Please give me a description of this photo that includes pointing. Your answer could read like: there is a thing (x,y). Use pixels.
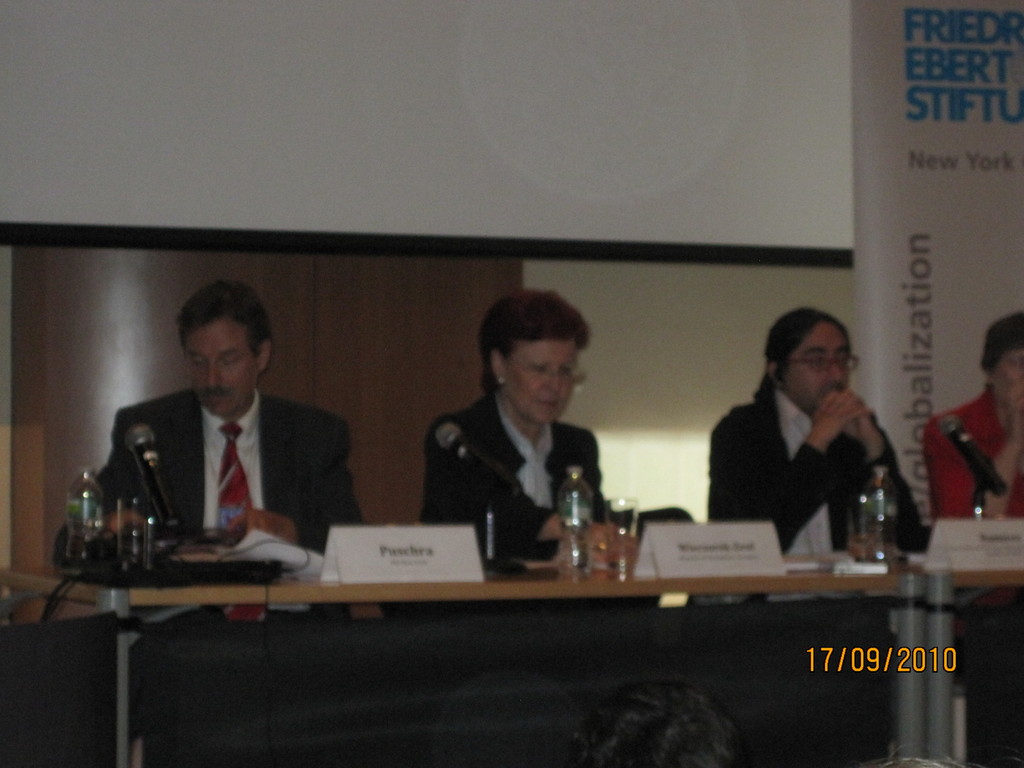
In the center of the image (566,377) there are people (827,494) sitting wearing suits (835,516), In front of them there is a table (131,766) on which there are mics (474,455), water bottles (569,517), glasses (862,509), name plates (471,542). In the background of the image (784,277) there is a wall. To the right side of the image (856,226) there is a banner (911,308). At the bottom of the image (811,652) there is text (843,653).
